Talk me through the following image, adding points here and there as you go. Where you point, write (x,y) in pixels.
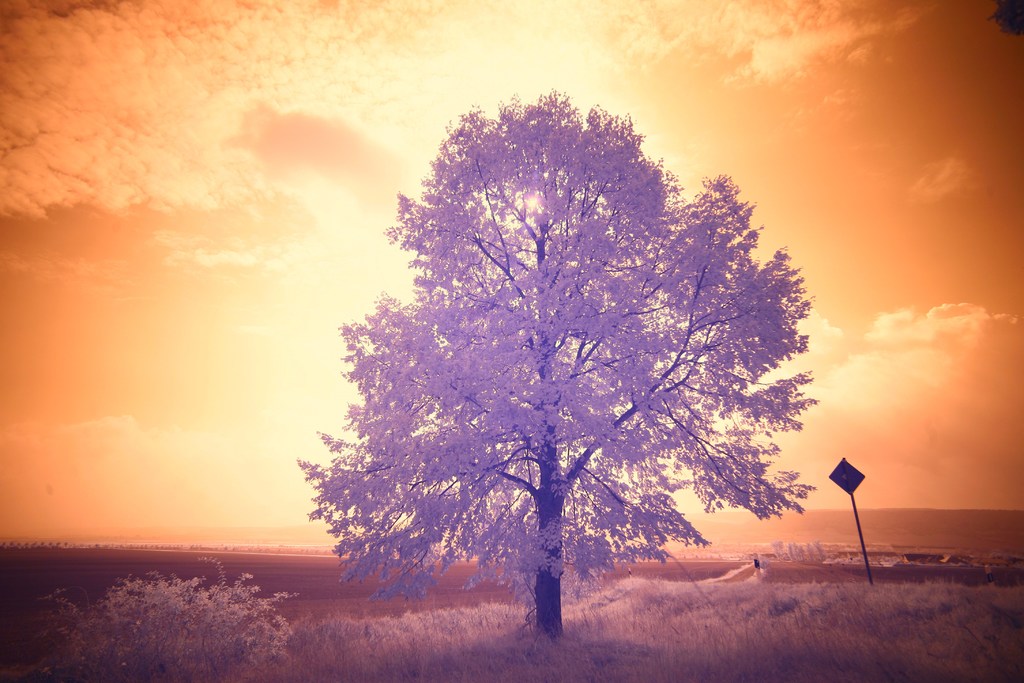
In the picture I can see trees (551,488), plants (626,623), sign boards (845,488) and clouded sky (70,171).
